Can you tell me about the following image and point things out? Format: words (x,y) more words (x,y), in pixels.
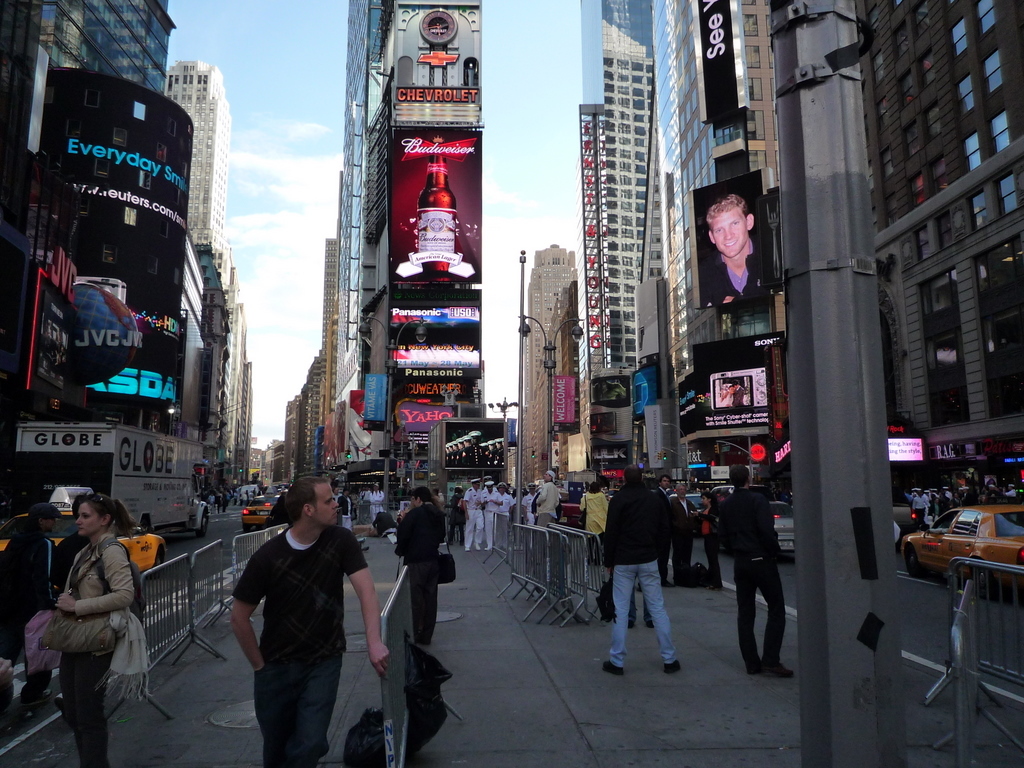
In this image we can see these people (287,689) are on the sidewalk (228,646), we can see the barriers (191,579), light poles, vehicles (265,505) moving on the road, we can see hoardings (100,331), tower buildings (703,310), pole (885,640) and the sky (322,53) with clouds (267,317) in the background (262,278).
